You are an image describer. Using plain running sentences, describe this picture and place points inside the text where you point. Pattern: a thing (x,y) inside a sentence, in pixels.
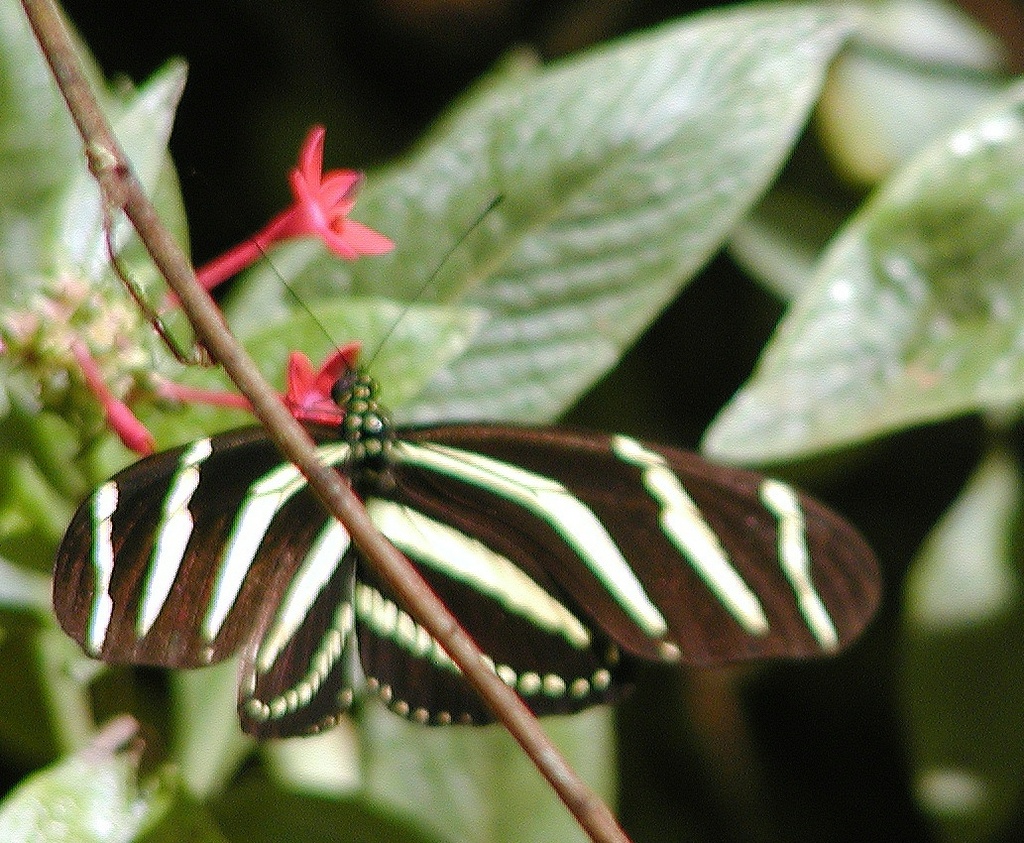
In this picture we can see one butterfly (564,563) is sitting on the plant (300,435).
